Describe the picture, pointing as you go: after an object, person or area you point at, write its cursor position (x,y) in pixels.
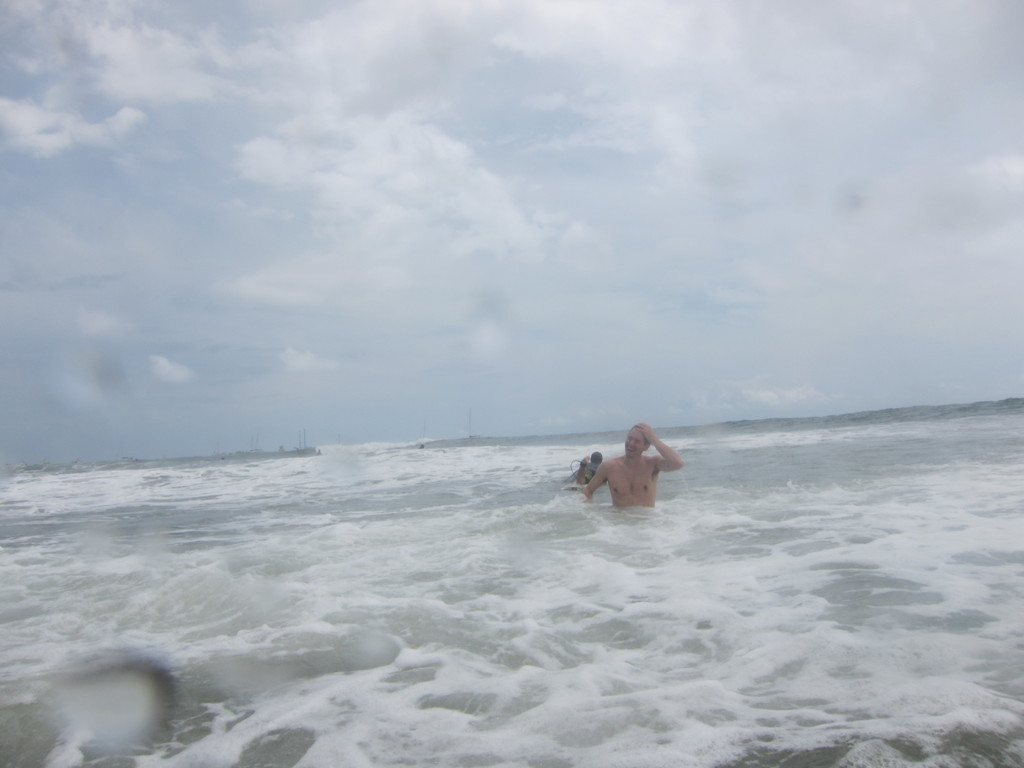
In this image I can see two persons (655,499) in the water (552,516). And in the background (202,322) there is sky (450,249).
